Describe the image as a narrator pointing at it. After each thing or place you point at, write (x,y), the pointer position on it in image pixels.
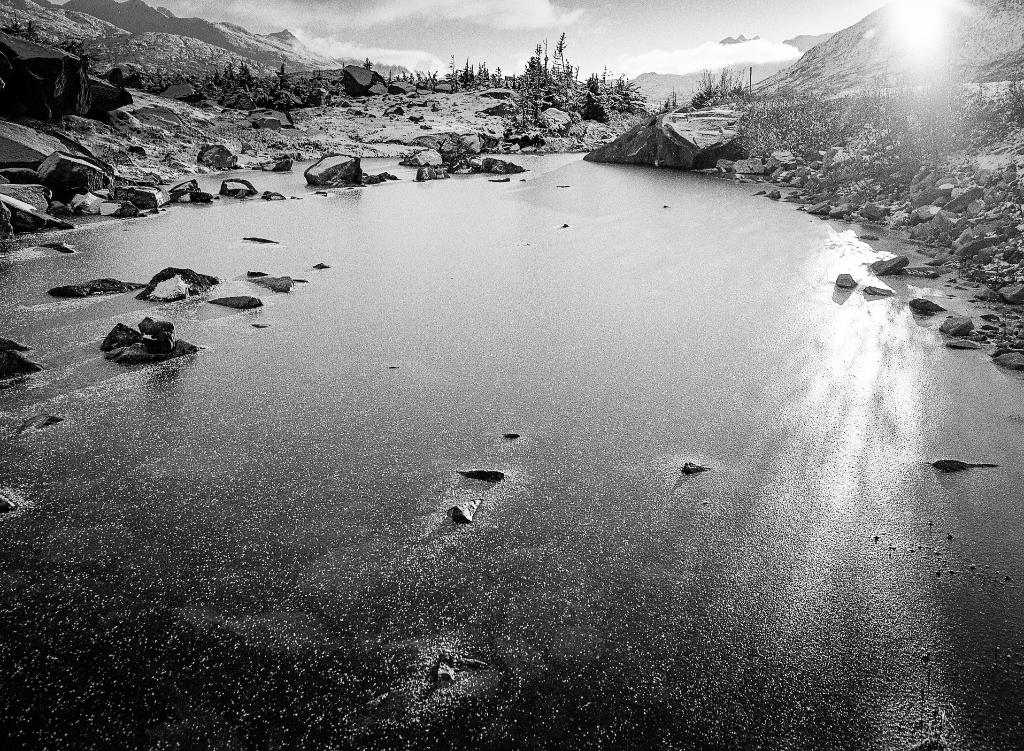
This is an edited picture. In the foreground of the picture (625,221) there are stones (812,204) and a water body (756,338). In the center of the picture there are plants (549,92) and stones (89,93). In the background (984,42) there are mountains (910,54). Sky (576,19) is sunny.
